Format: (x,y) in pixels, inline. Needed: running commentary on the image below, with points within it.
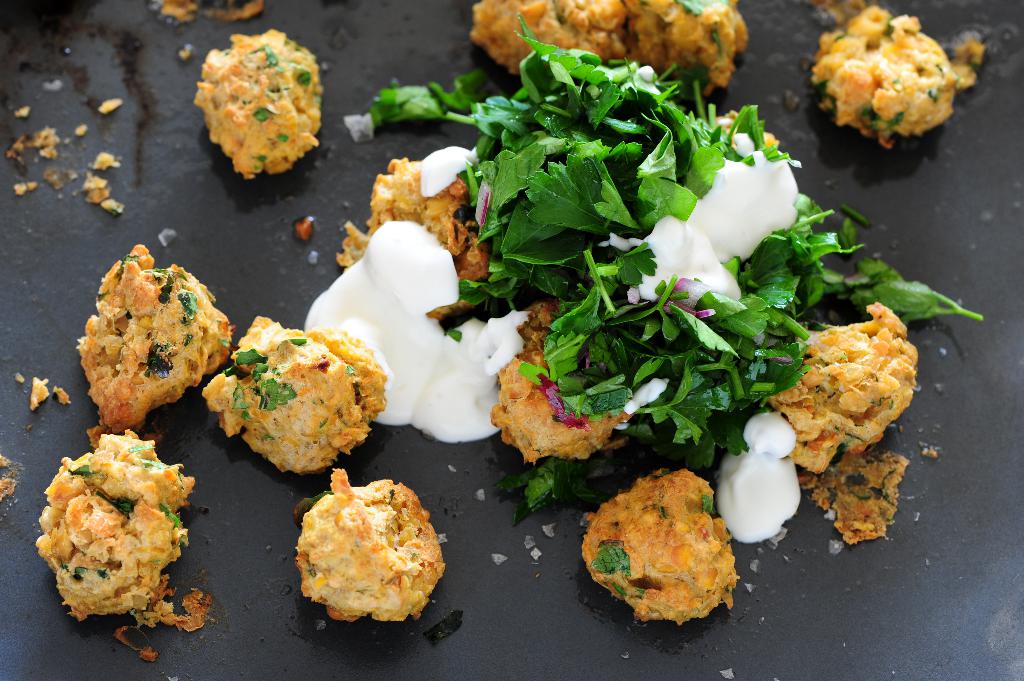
In this image we can see a tray (591,612) containing snacks (684,556) and sauce (483,327).
